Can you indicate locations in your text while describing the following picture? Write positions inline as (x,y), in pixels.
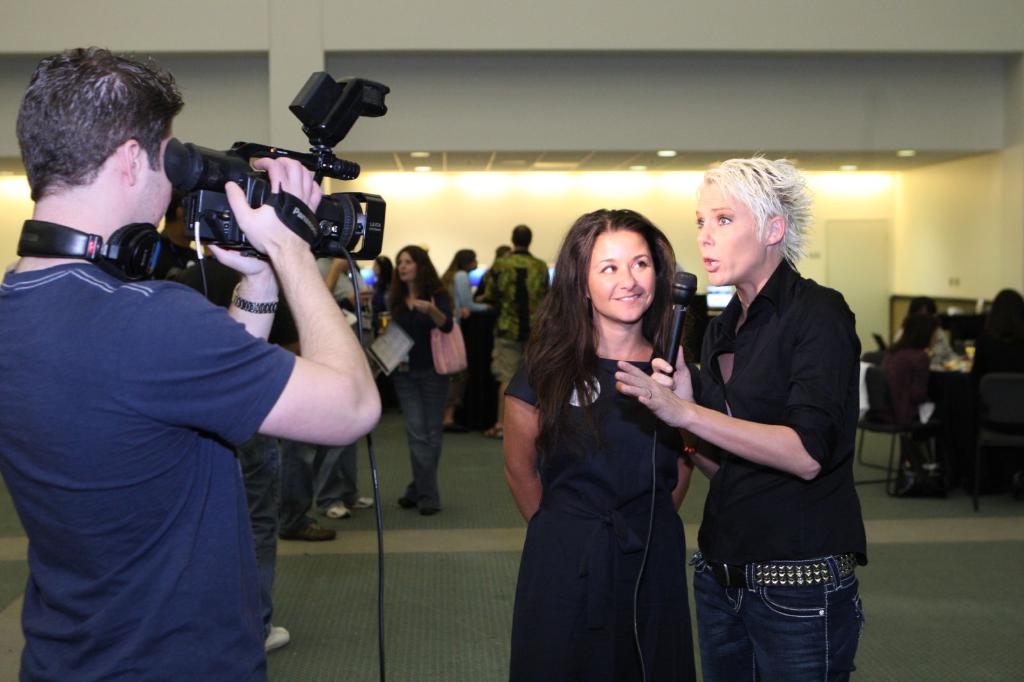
In this image on the left side (248,360) we can see a man (248,360) is standing and holding a video camera (283,204) in his hands (256,279) and there is a headset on his neck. On the right side (809,397) we can see a woman (762,459) is holding a mic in her hand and beside her there is another woman (606,528). In the background (597,19) we can see few persons (405,285), door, objects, wall (597,19) and lights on the ceiling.
